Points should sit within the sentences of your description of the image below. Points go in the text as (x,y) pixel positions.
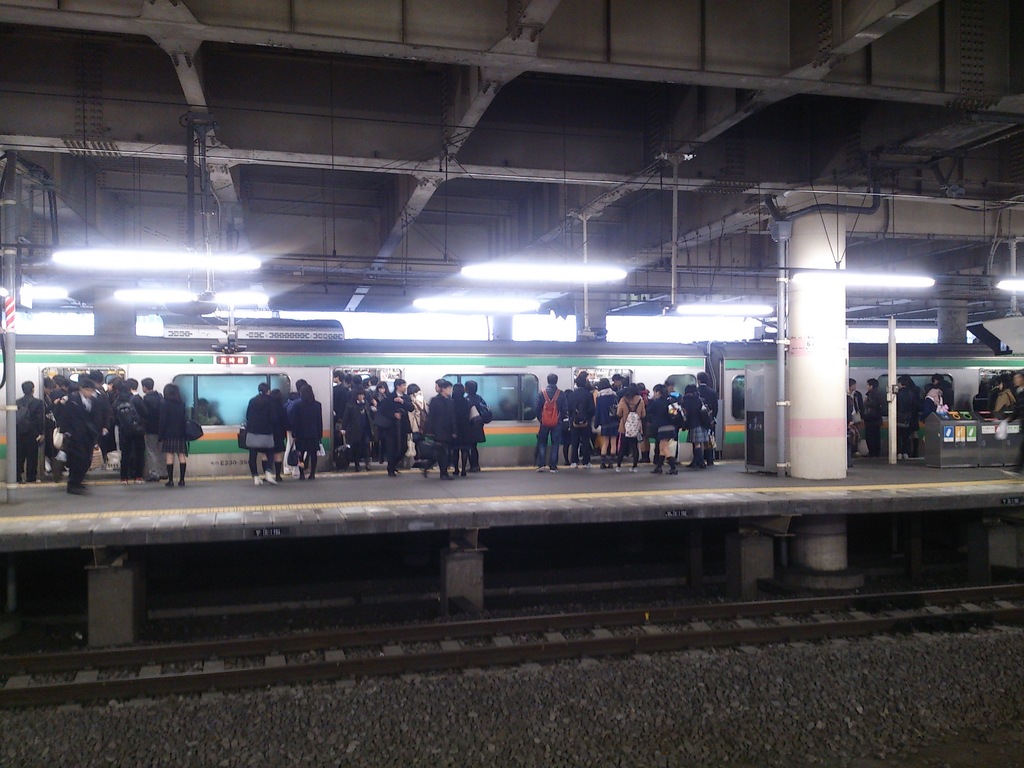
In this image on the ground (346,744) there is a track (360,641), on the ground (802,703) there are pebbles (544,664). In the background (719,378) there is a train (949,364). In the station (569,417) there are many people (557,403). On the ceiling (321,289) there are lights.
